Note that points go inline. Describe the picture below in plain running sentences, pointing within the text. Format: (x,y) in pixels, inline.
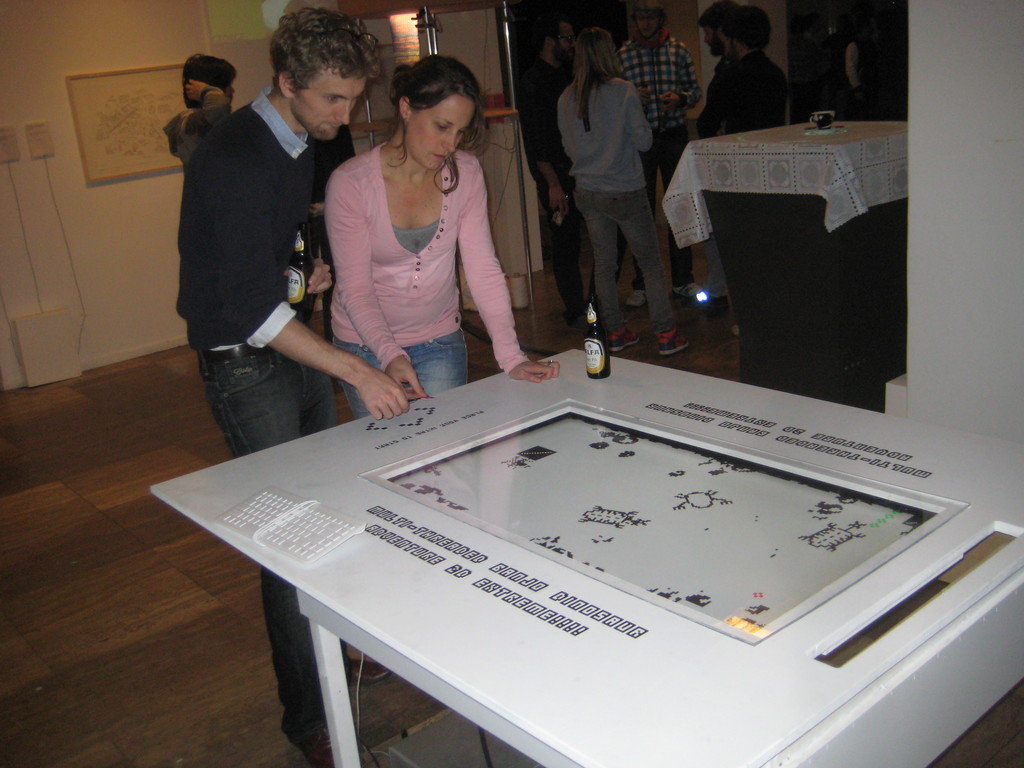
This picture is of inside. In the foreground (806,583) we can see a table (550,463) and a bottle (592,330) placed on the top of the table (618,376). There is a man (245,174) and a Woman (373,246) standing. In the top right (715,56) we can see the group of people (655,65) standing and there is a table (775,260). In the background (77,25) we can see a wall (44,58) and a picture frame (133,83) hanging on the wall (121,47).
